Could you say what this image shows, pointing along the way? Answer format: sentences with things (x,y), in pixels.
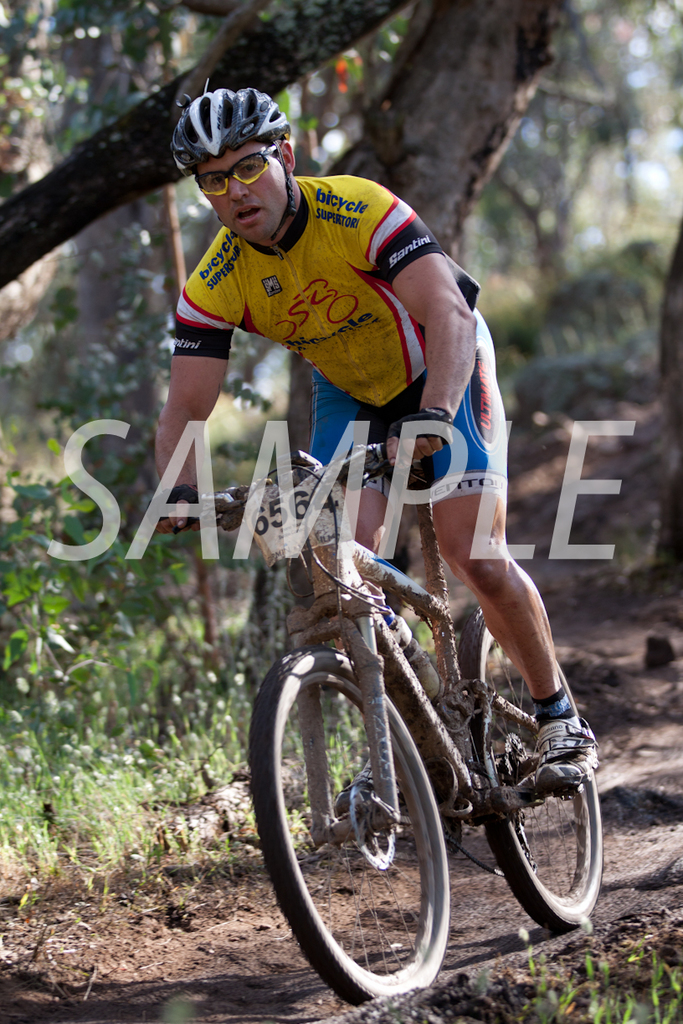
In this picture we can see a man (333,267), he is riding bicycle (315,545), he wore spectacles (239,165) and a helmet (256,140), in the background (466,172) we can see few trees (124,328) and plants (55,611).
